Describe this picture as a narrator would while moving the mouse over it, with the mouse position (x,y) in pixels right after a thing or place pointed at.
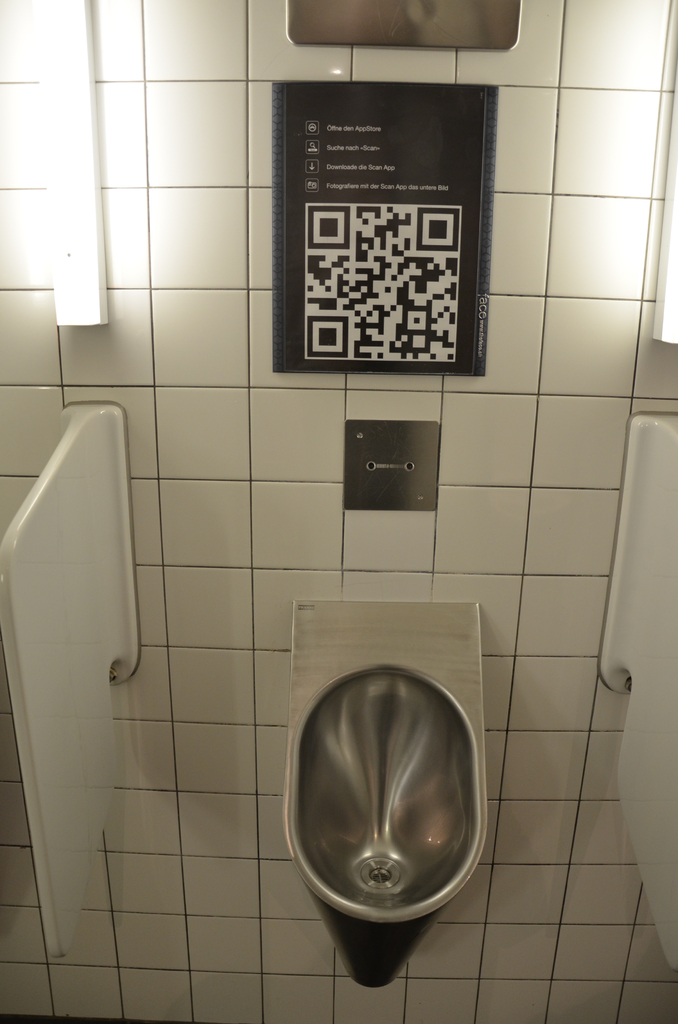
In this image I can see the toilet sink (356,784). I can see the white color object (26,622), light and boards (359,267) to the wall (110,309).
